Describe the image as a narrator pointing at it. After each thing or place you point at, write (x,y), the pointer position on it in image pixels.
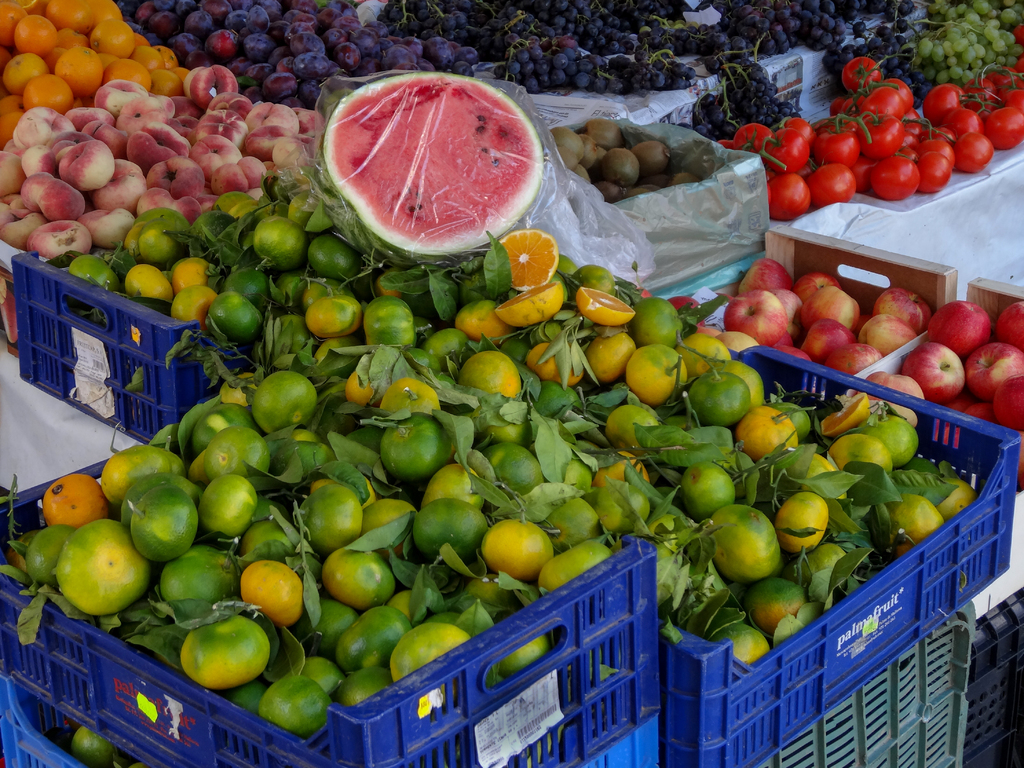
In this picture I can see the fruits (551,301) in the boxes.
